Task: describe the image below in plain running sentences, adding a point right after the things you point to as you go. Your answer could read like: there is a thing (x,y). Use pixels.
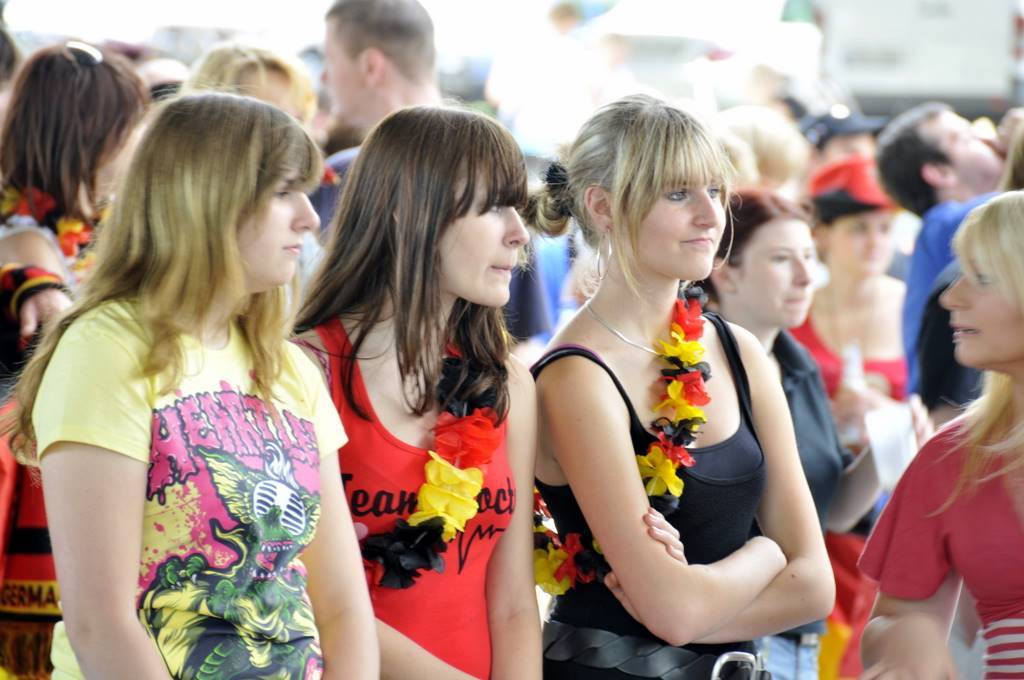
In this image I can see the group of people (435,337) are standing and wearing different color dresses (283,581). Background (787,113) is blurred.
